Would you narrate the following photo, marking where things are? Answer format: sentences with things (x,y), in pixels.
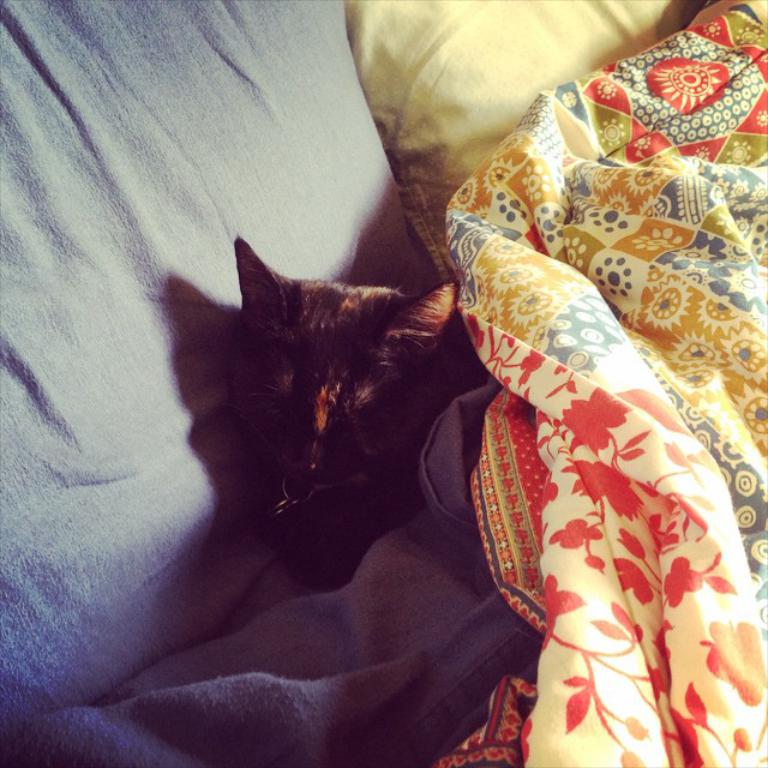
In the middle of the image (384,399) a cat (388,405) is sleeping on the bed (455,474). There are two pillows (302,138) and two blankets (487,409) on the bed (498,390).
